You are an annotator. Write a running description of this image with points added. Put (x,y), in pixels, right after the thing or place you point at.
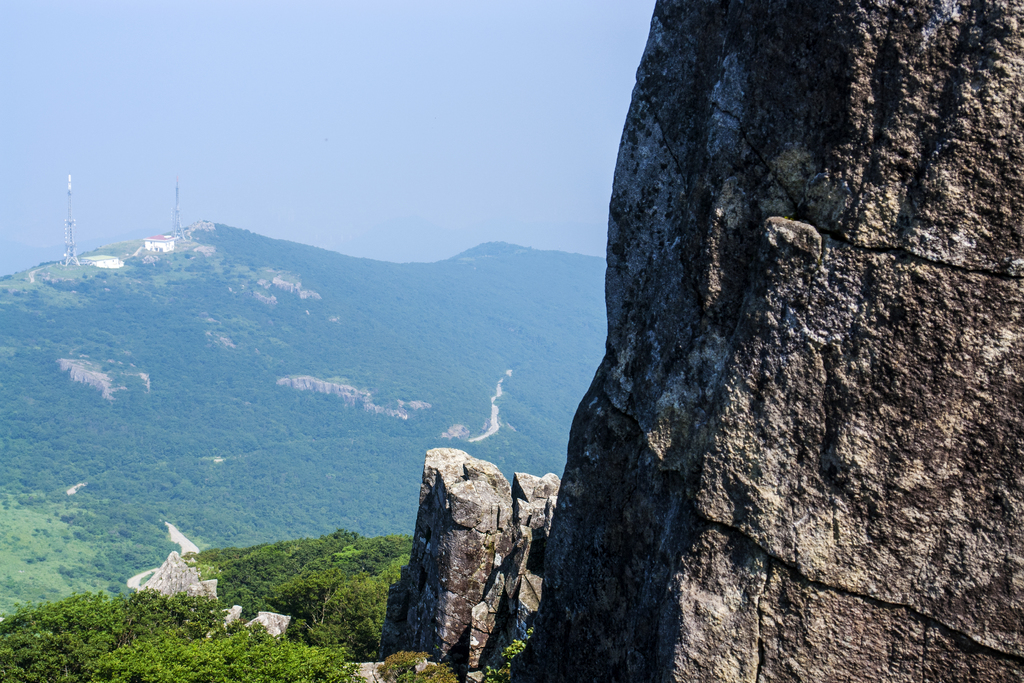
In this picture we can see rocks (799,440), trees (408,543) & mountains (263,316). Here the sky (255,146) is gloomy.
